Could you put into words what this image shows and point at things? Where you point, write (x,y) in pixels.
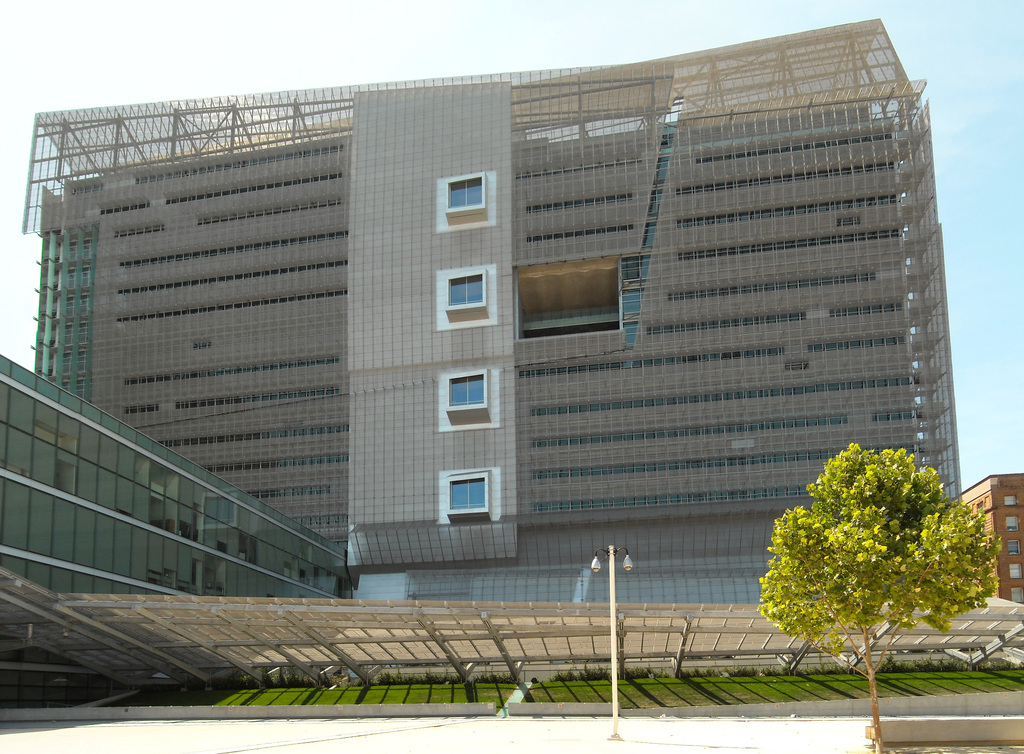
In this image we can see some buildings (404,436) with windows (537,414). On the bottom of the image (546,691) we can see some plants (496,676) and grass (485,687) under a roof (498,651), a street pole (618,736), a tree (947,585) and the sky (295,32) which looks clear.
